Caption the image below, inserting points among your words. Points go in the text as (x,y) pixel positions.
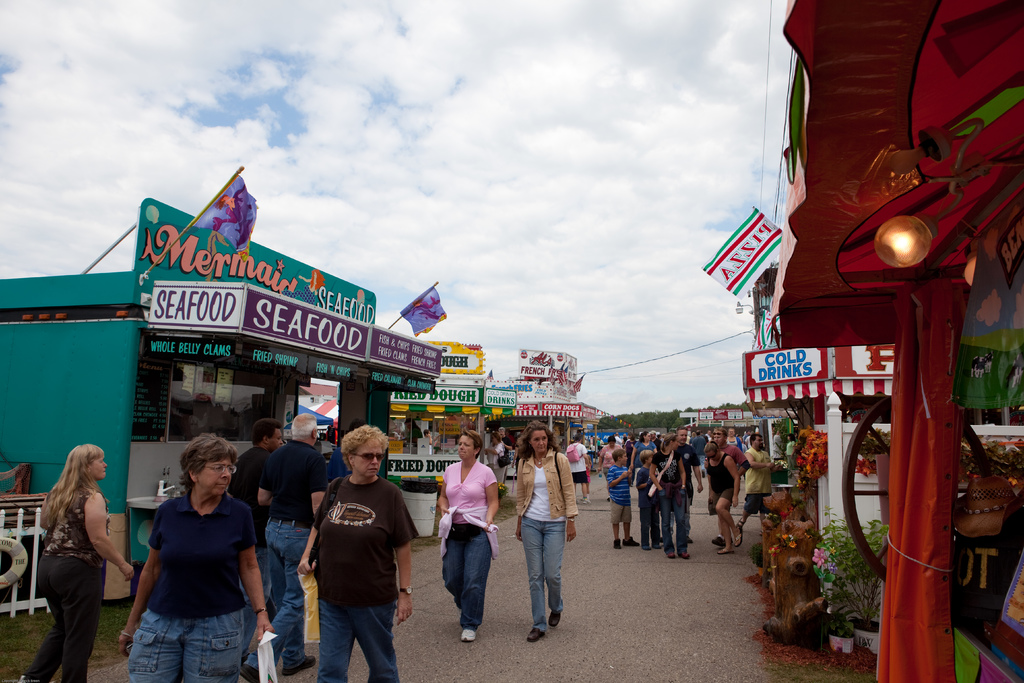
As we can see in the image there are buildings (153,280), banner (460,344), light (909,252), plants (871,580) and few people (397,499) here and there. On the top (316,93) there is sky (316,93) and clouds (100,92).
